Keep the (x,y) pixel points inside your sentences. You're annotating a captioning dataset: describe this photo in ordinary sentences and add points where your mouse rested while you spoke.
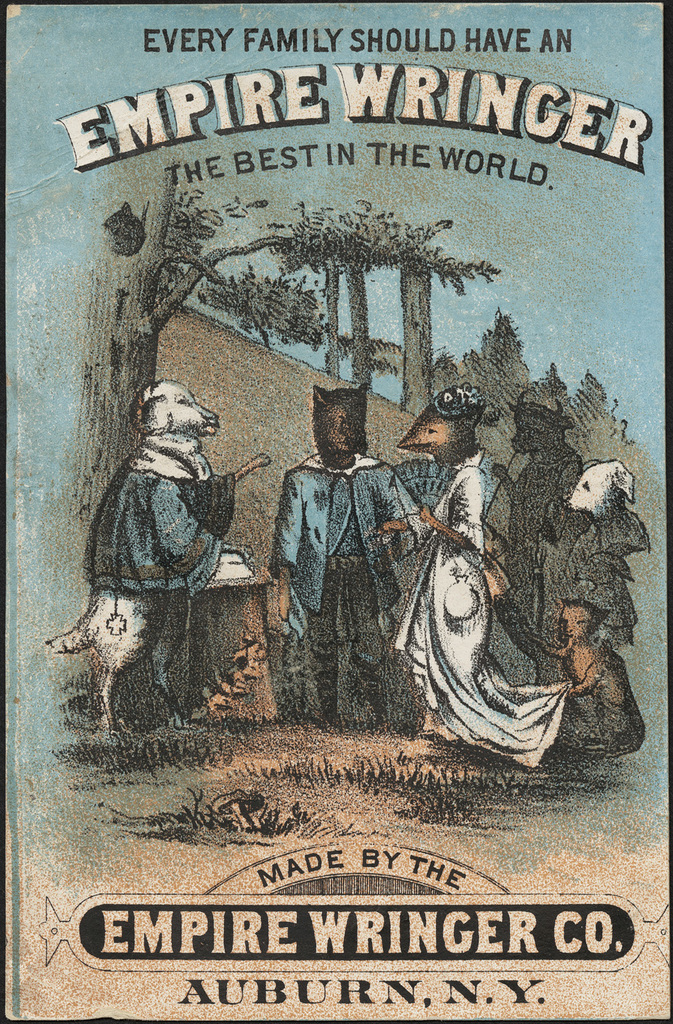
In this image we can see a cover (401,583) of a book (459,874).
